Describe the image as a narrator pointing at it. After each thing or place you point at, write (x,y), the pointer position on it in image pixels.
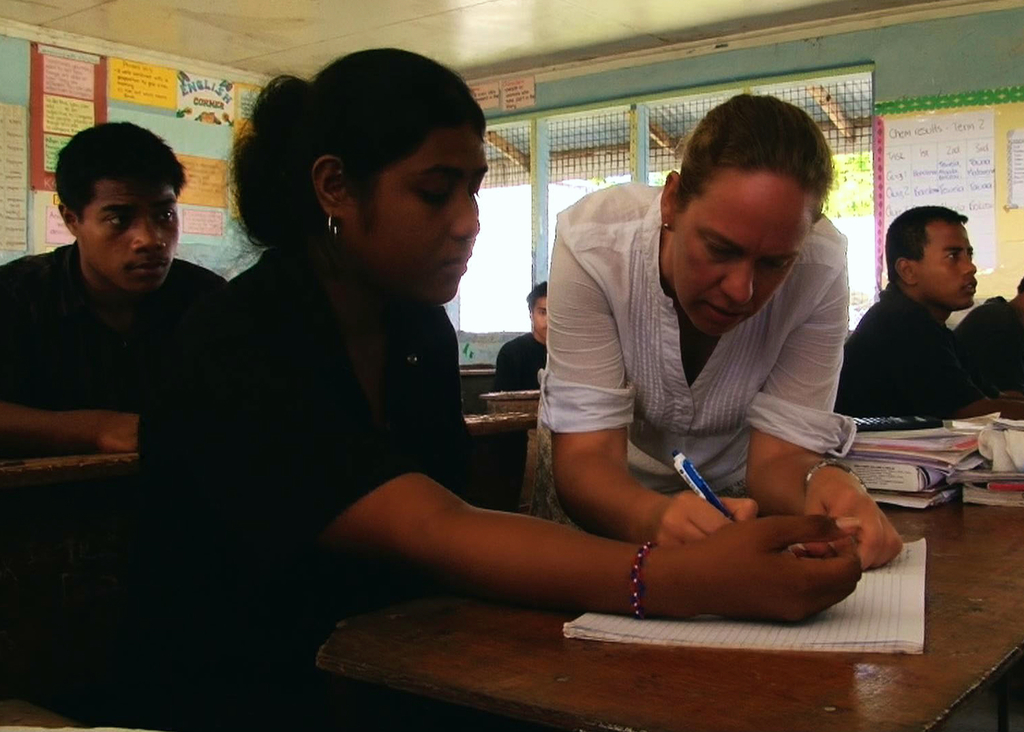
In this image I can see few people (9,370) are sitting and one person (677,419) is holding the pen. I can see few books (1018,477) on the table (968,591). Back I can see few windows (628,138), few charts papers (100,122) and papers (227,121) are attached to the wall (907,87).
